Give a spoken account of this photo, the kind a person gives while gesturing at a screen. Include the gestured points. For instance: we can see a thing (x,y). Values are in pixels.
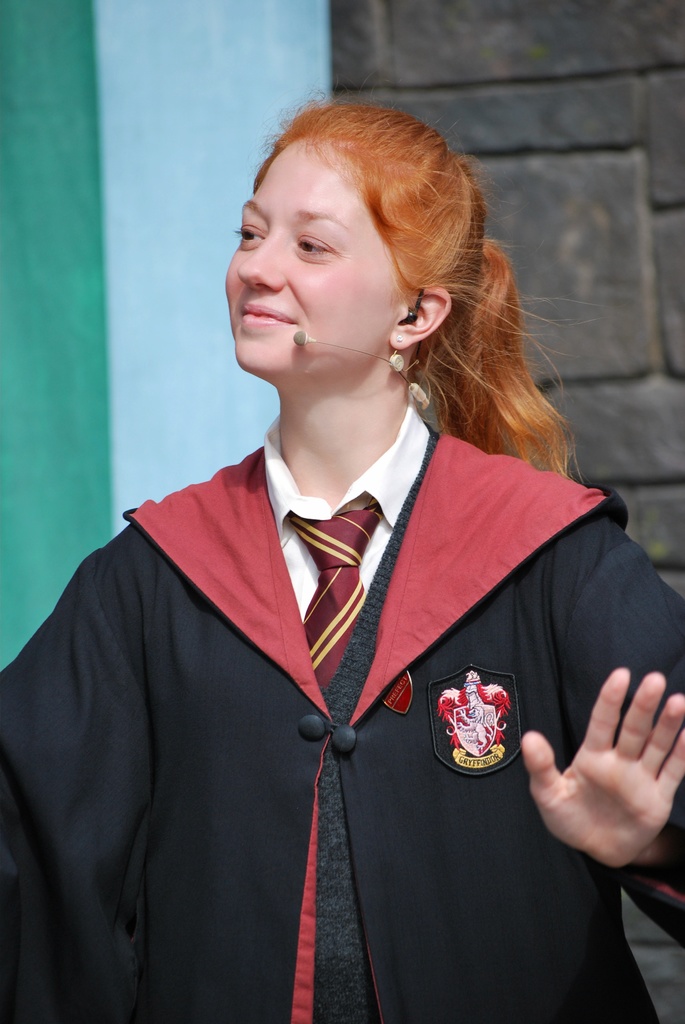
Here I can see a woman (330,760) wearing a black color coat (276,752), standing and smiling by looking at the left side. In the background (330,78) there is a cloth (60,253) which is in green and blue colors and also there is a wall (551,106).
